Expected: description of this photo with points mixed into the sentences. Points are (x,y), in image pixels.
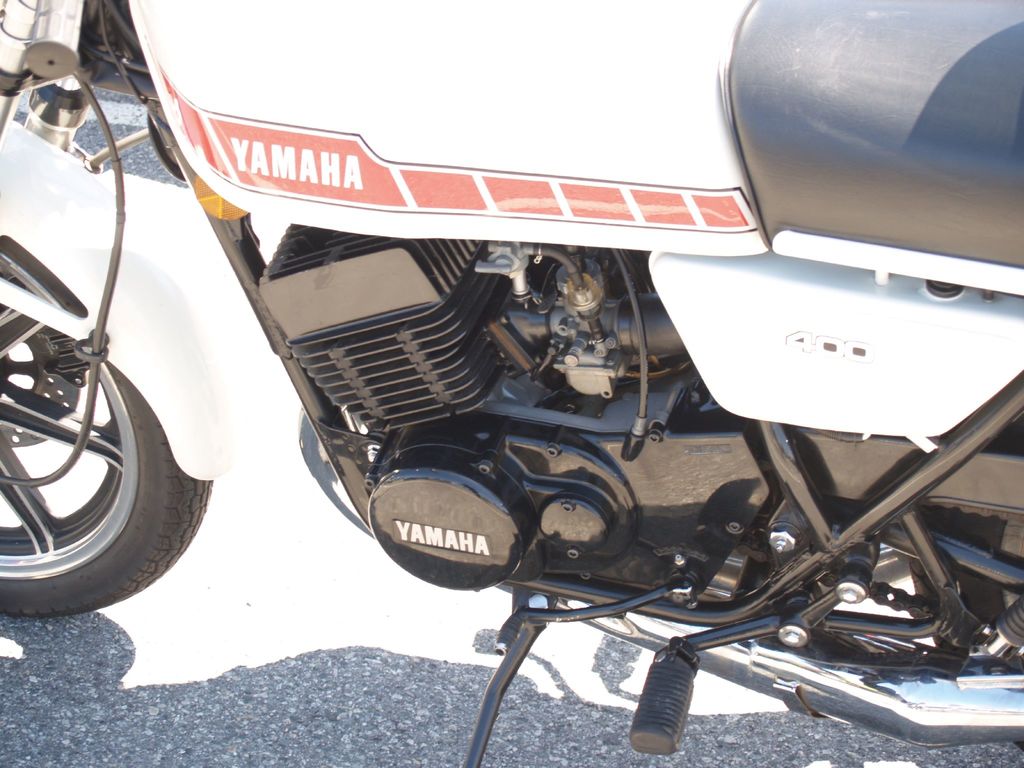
In this picture I can see the bike (591,432) which is parked on the road (358,704). On the left (42,515) there is a wheel (39,382). On the bottom right corner (809,695) I can see the silencer (896,675). At the top (344,110) there is a fuel tank (479,101). In the center (552,451) I can see the engine (562,539) of the bike (618,580). In the top right corner (1023,182) there is a seat (934,122).
